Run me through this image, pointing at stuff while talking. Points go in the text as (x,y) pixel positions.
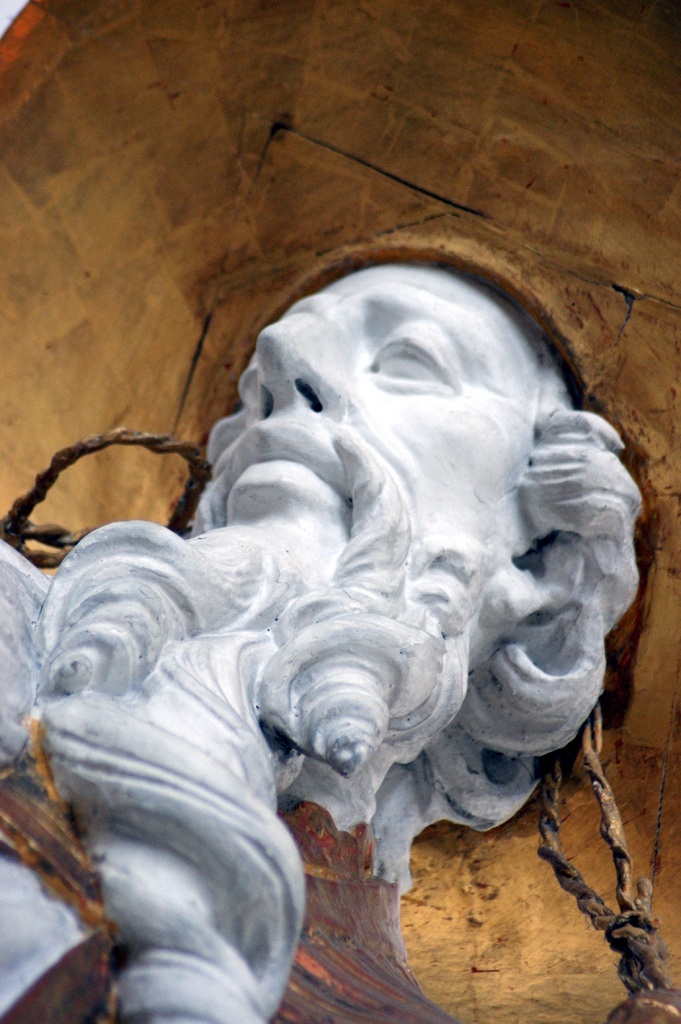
In this image in the center (388,446) there is a sculpture (247,590), and in the background (135,399) there is wall (542,278).
